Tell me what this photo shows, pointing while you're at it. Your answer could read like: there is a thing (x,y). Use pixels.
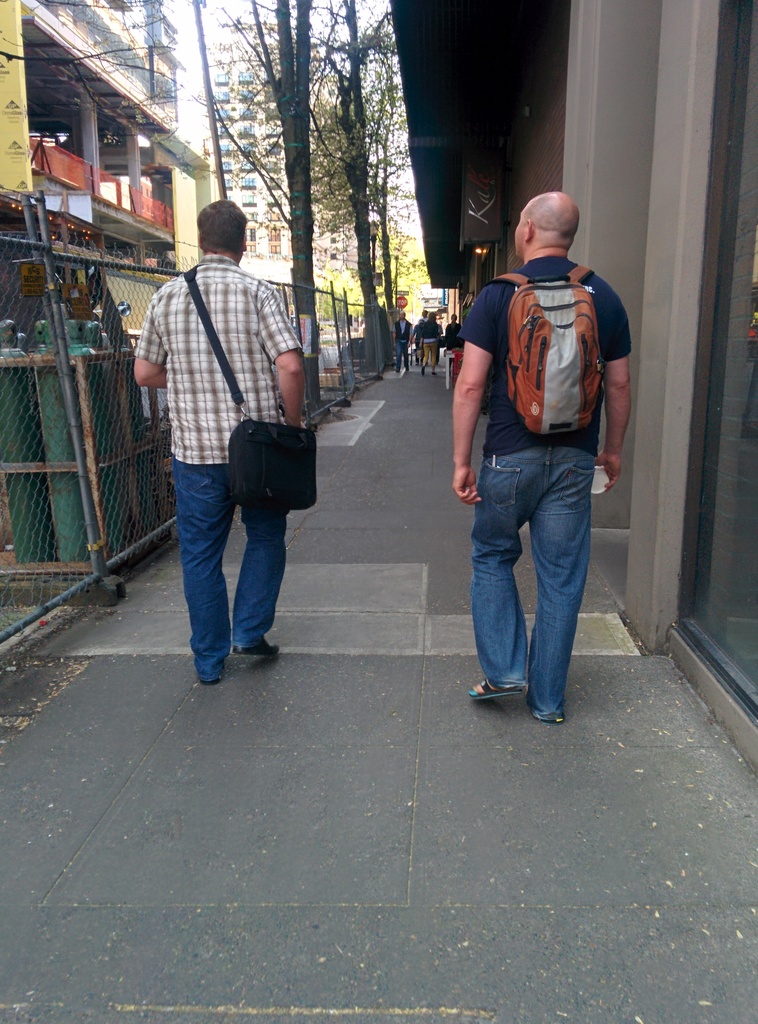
In this image i can see persons (295,398) walking on the road (406,455). on the right side (555,343) i can see a person (506,353) carrying a back pack (517,343) and he is wearing a blue color t-shirt (489,325), and on the left side (200,341) i can see a person (161,344) with checks shirt (193,419) and he is carrying a black color bag (241,461). on the left (19,368) i can see a fence (6,409) and there is a building (62,153) and there are some trees (226,126) on the center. on the middle corner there are the people (403,316) walking on the road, on the middle another building (259,206) visible.
